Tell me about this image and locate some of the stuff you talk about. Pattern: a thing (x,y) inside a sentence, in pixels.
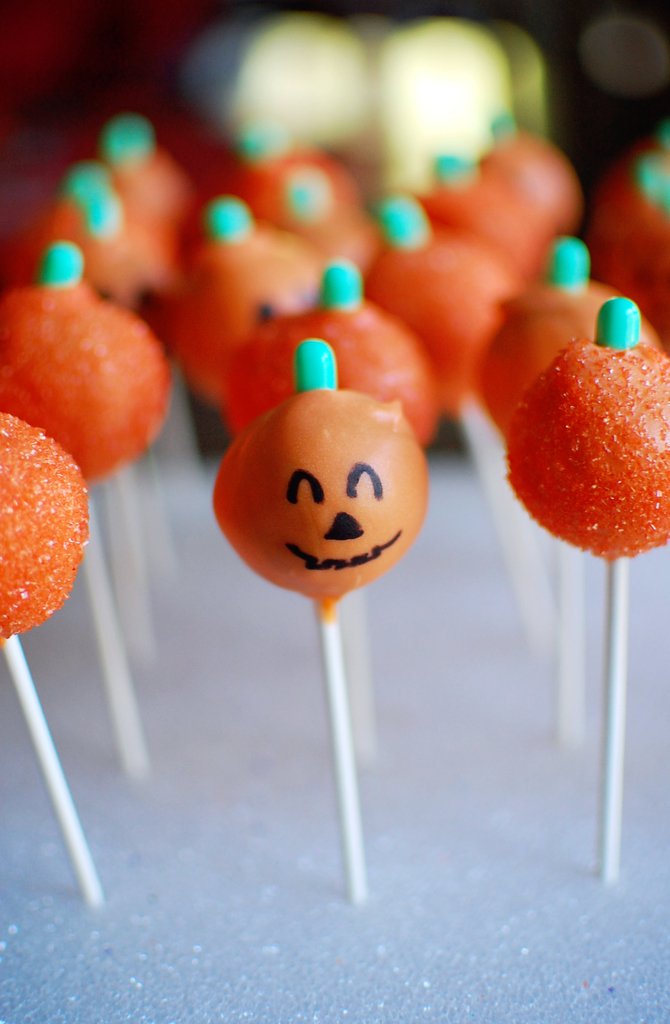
In this image we can see orange color lollipops (630,304) on the white surface (251,924).
